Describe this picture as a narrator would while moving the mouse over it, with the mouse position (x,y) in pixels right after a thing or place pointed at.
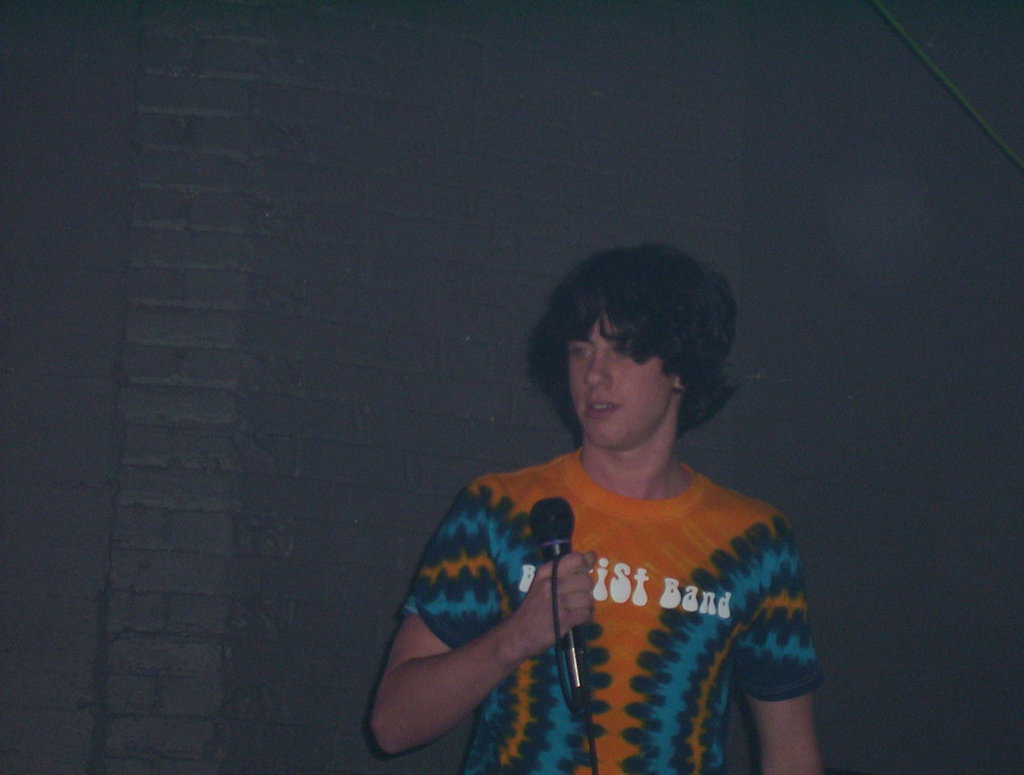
Background (746,204) is dark. Here we can see a wall (374,211) with bricks (214,347). We can see a man (667,561) wearing t shirt (677,623), standing and holding a mike (562,520) in his hand (566,611).
